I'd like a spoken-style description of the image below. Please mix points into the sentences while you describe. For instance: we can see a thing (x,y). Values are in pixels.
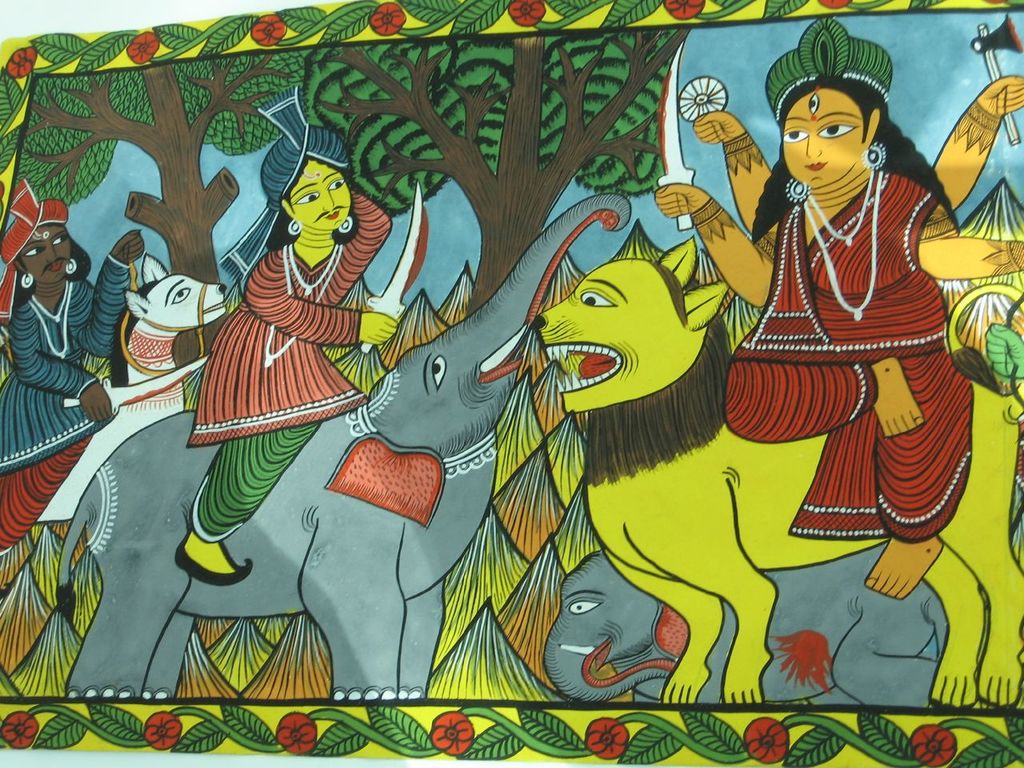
In this image we can see a poster (551,387). In the poster (705,343) we can see a painting (167,463) of persons (70,428) and animals (408,446). We can see persons (290,370) are holding objects (398,276). Behind the persons (243,523) we can see the trees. There are flowers (20,724) and leaves (403,735) at the top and bottom of the image (622,757).
